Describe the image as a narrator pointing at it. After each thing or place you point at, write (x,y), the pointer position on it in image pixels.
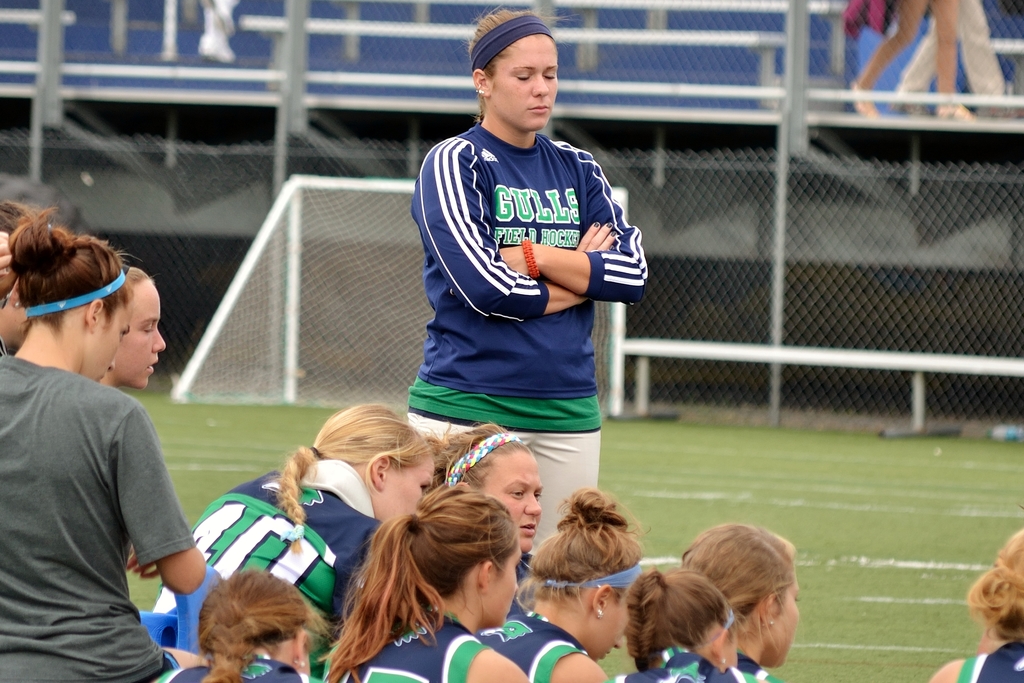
At the bottom of the image (360,606) there are few ladies (385,582) with blue and green color t-shirts (340,564). Behind them there is a lady (540,448) with a blue t-shirt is standing. At the left corner of the image (127,299) there is a lady (32,305) with grey t-shirt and behind her there are few people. In the background (302,226) there is a net (275,240) and also there is a fencing (677,151). Behind the fencing (981,243) at the top of the image (941,81) there are few people (950,67) walking.
